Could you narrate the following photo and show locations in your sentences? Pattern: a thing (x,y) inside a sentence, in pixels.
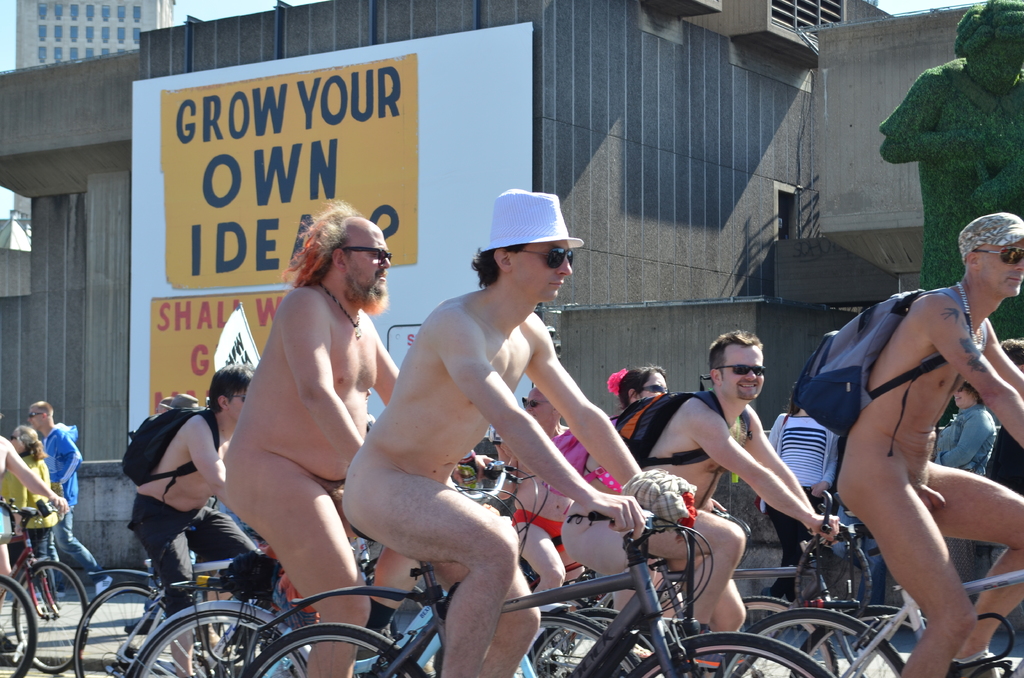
A group of people (310,539) riding bicycles (822,514) in nude. There are some men (424,424) and women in them. There is a board (163,366) in the background (151,165) "Grow your own idea" on it. There are some buildings (149,73) in the background (309,37).
